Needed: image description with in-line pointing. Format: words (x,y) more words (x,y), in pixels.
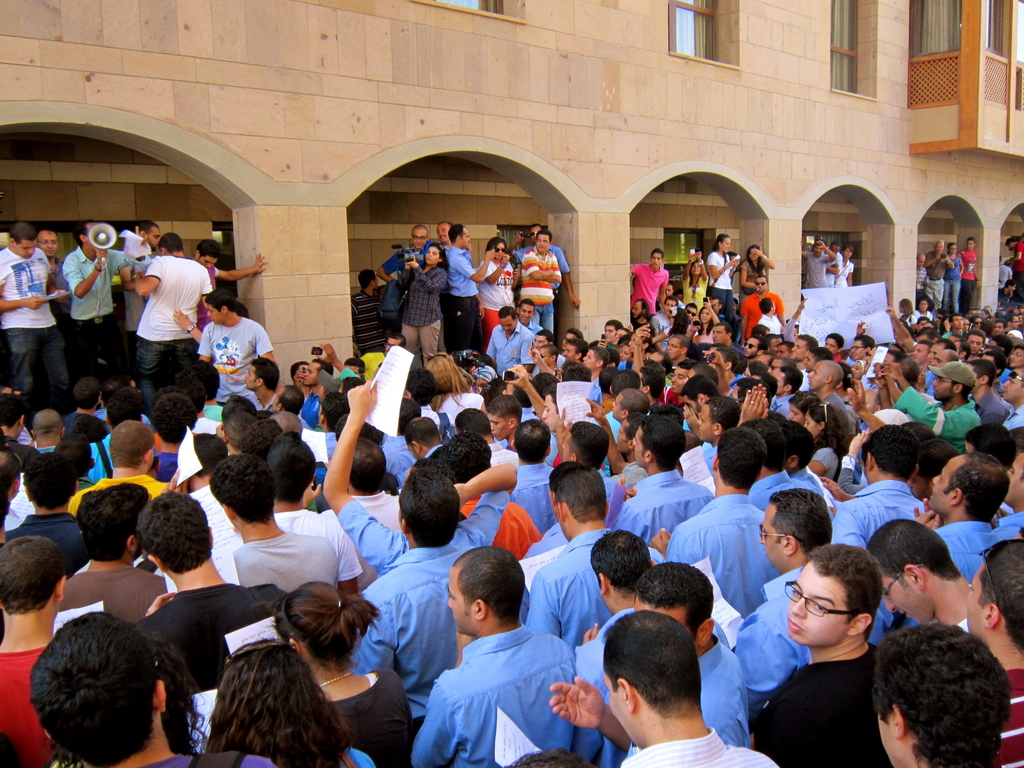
People (719,746) are standing holding papers (123,235). There is a building (788,178) and a person (125,262) is holding a mouth speaker (110,231).
